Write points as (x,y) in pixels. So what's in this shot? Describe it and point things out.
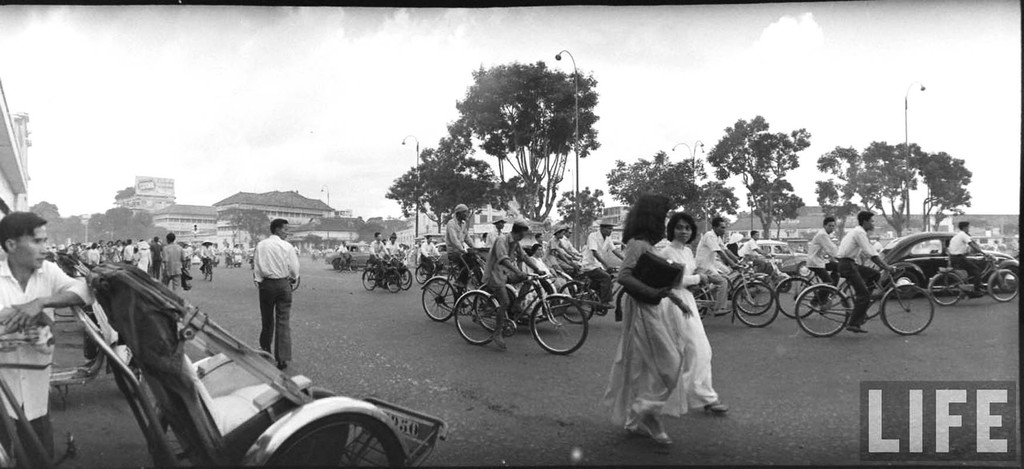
In this image two women (633,428) are walking on the road (467,438). At the left side (34,248) there is a person (1,232) leaning on vehicle (95,339). Few persons (212,251) are riding on bicycles (816,321). There are few other vehicles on the road (355,355). Few persons (124,252) at the left side (95,254) are walking. At the background (302,247) there are some trees (953,183), houses (292,208) and sky (175,101).
